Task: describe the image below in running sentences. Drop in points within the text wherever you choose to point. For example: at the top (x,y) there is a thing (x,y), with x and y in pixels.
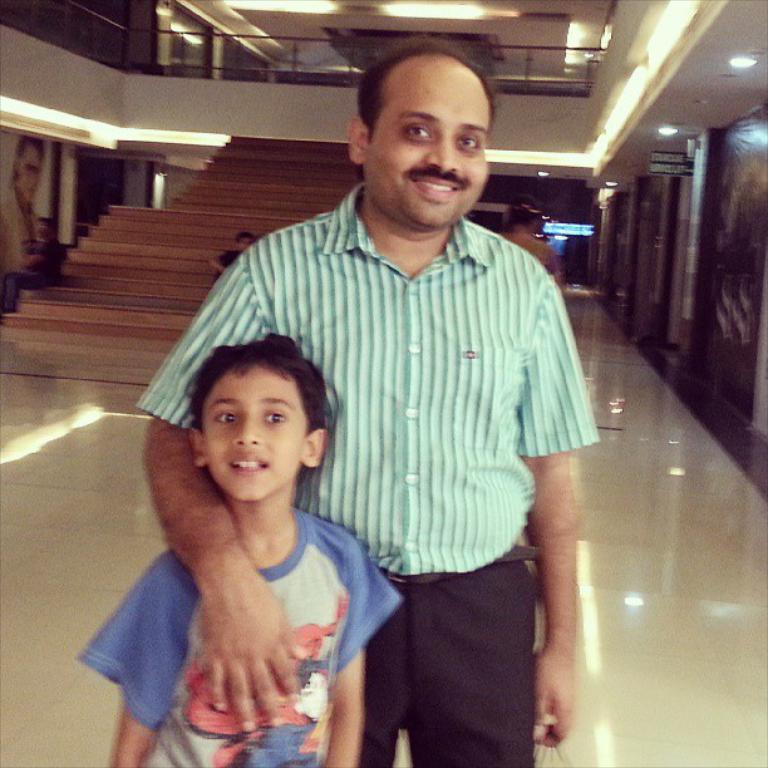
There are two persons (532,500) standing on the ground (68,569) and in the background (595,240) we can see a wall (604,248), lights (43,114).
